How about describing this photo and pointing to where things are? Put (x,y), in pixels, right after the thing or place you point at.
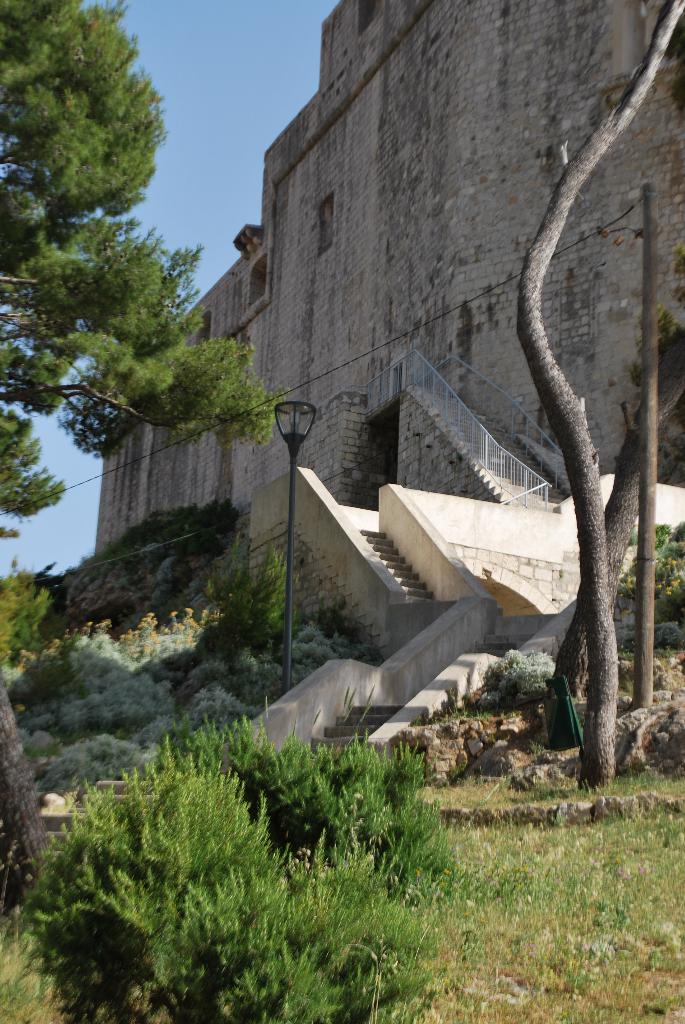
In this image we can see a building (628,1) and there is a light pole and we can see the stairs (486,479). There are some plants (327,877), trees (21,265) and grass (673,983) on the ground (673,983) and at the top (272,143) we can see the sky (262,98).
